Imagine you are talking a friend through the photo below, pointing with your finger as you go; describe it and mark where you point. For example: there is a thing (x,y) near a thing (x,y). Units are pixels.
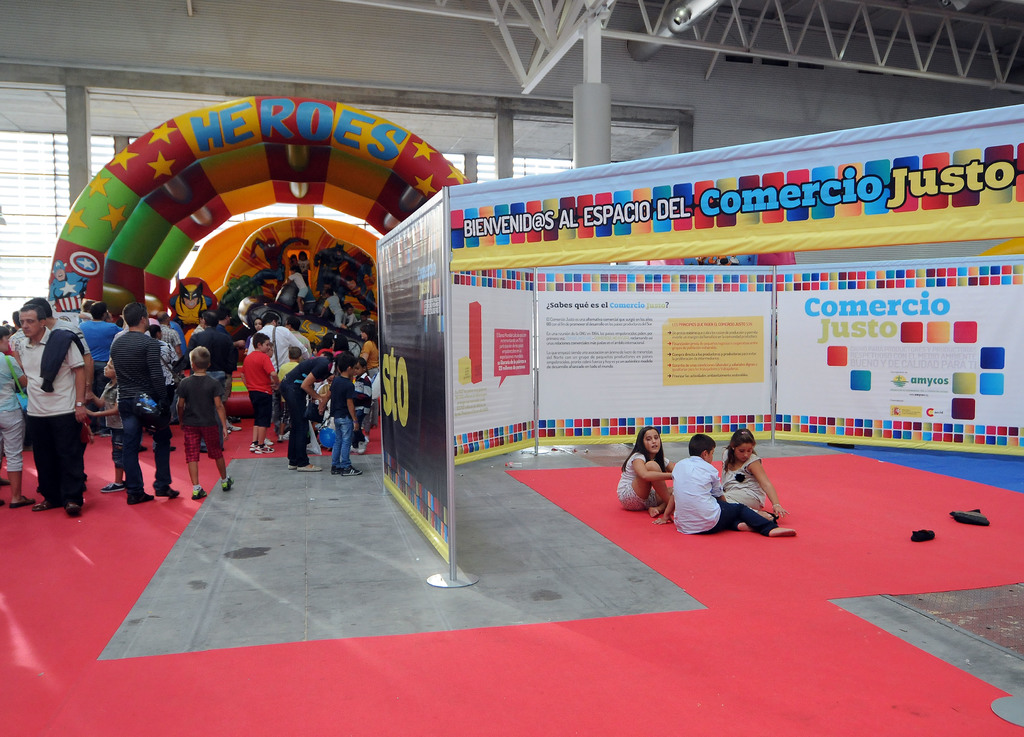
In this image, on the right side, we can see three kids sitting on the red carpet (834,552). In the middle of the image (471,273) a hoarding (442,381) with some text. On the left side (57,359), we can see a group of people (268,360) and kids (334,388). At the top (17,193), we can see a pipe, glass (34,166), pillars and metal instrument (905,11). At the bottom (902,691), we can see a red color carpet (15,627).
